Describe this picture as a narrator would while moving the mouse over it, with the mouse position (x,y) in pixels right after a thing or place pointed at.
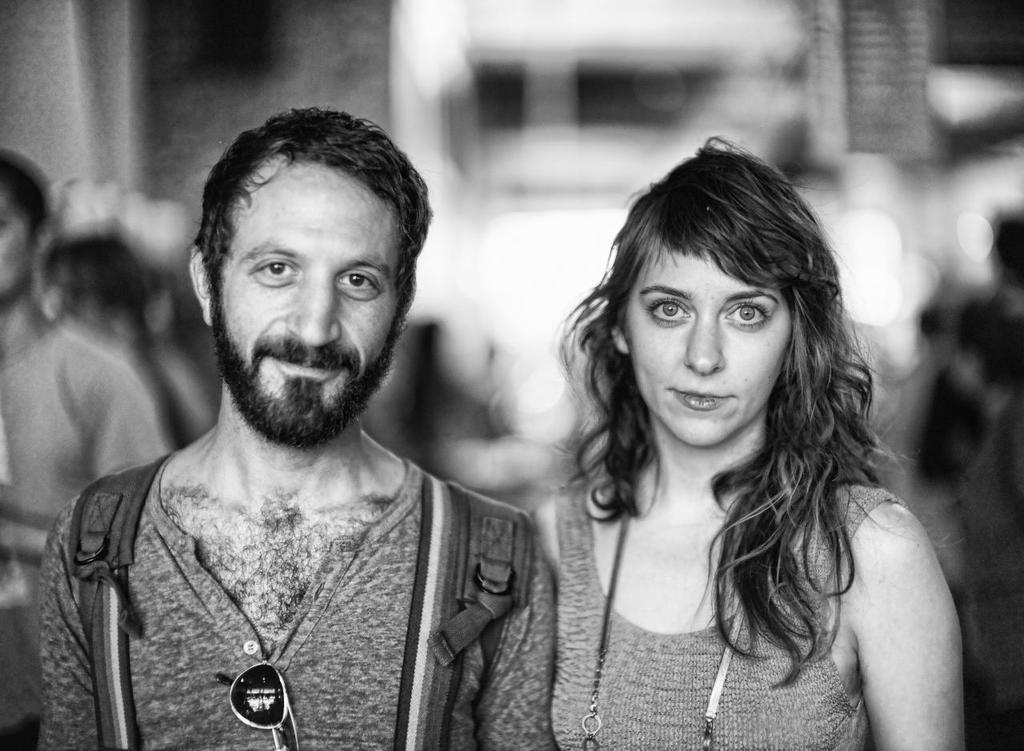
It is a black and white image there are two people (686,275) standing in the foreground (606,572) and posing for the photo and the background of them is blur.
